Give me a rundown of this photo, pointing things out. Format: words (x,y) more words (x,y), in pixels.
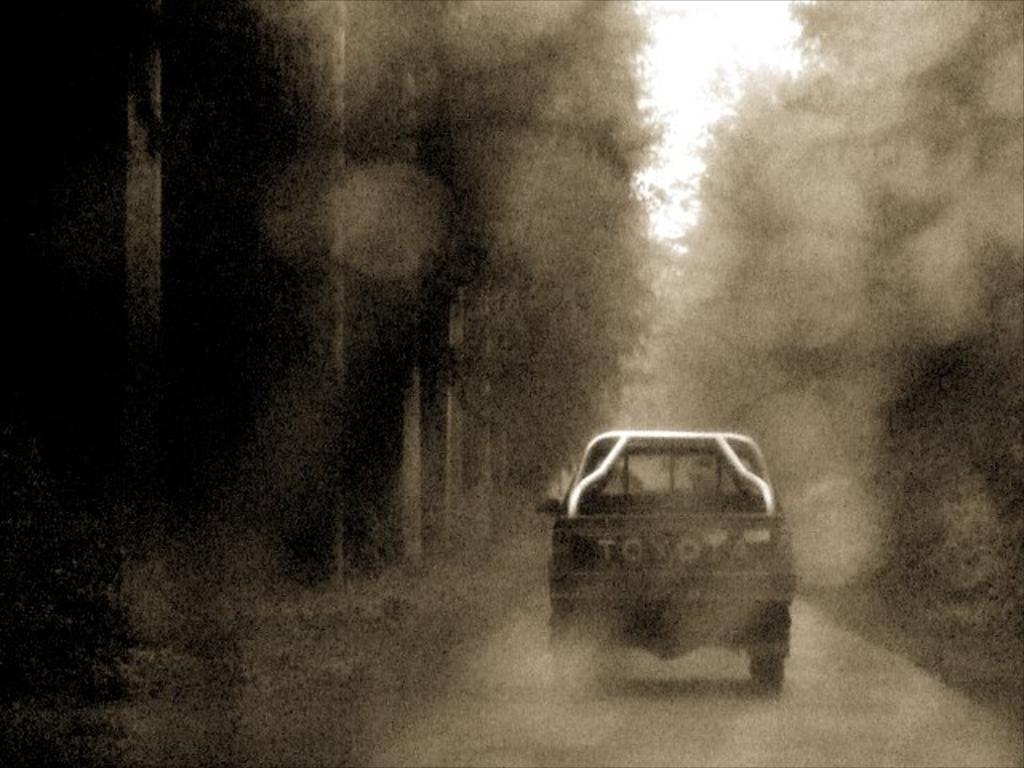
In this image we can see there is a vehicle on the road (450,715).
